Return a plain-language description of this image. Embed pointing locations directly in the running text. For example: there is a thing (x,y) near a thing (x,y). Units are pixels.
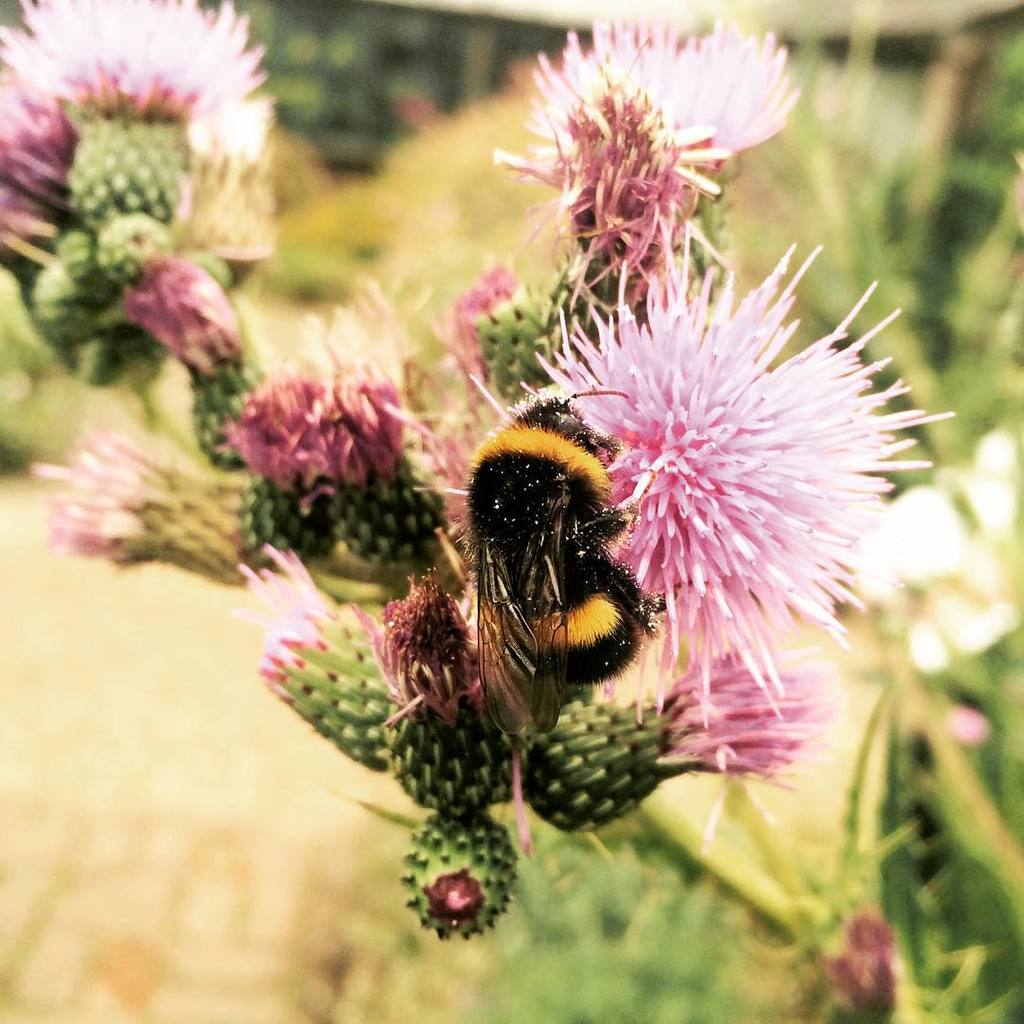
In this picture I can see a plant (43,58) with flowers (648,458) and buds (426,753), there is an insect (511,551) on the flower (629,458), and there is blur background (339,97).
